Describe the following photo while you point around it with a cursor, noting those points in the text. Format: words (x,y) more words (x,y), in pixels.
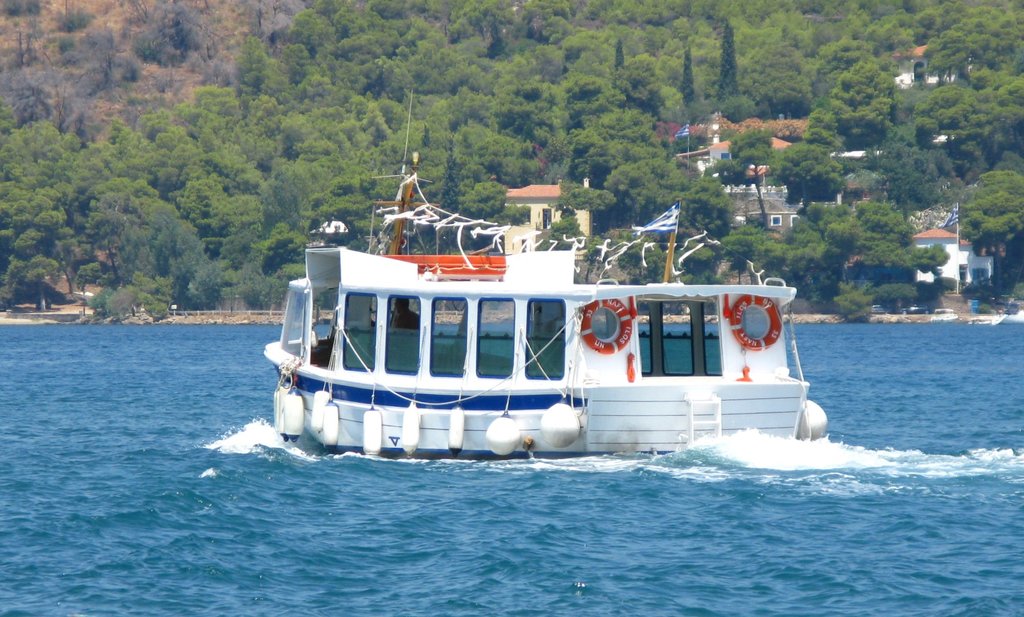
At the bottom of the image (748,563) there is water (748,563). On the water (48,420) there is a ship (392,380) with windows (431,366), pipes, tubes (623,334) and some other things (398,213). In the background (585,160) there are trees (563,144) and also there are houses (716,158).
